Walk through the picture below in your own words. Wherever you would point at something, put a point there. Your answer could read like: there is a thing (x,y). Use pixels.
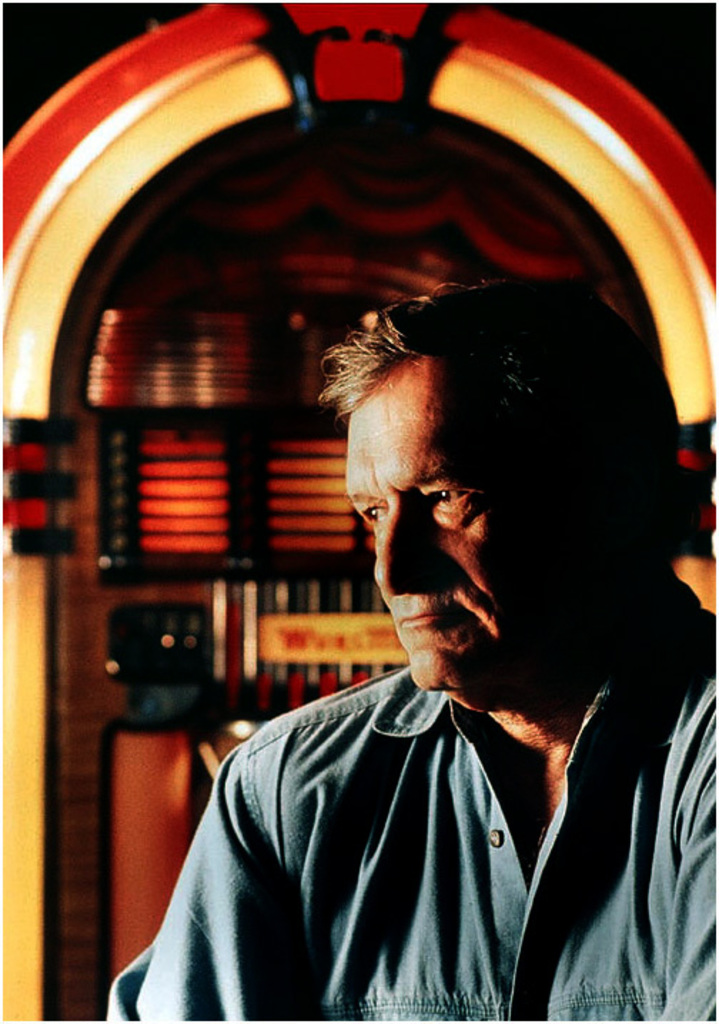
There is a man (414,473), In the background (271,684) we can see jukebox (178,667).
